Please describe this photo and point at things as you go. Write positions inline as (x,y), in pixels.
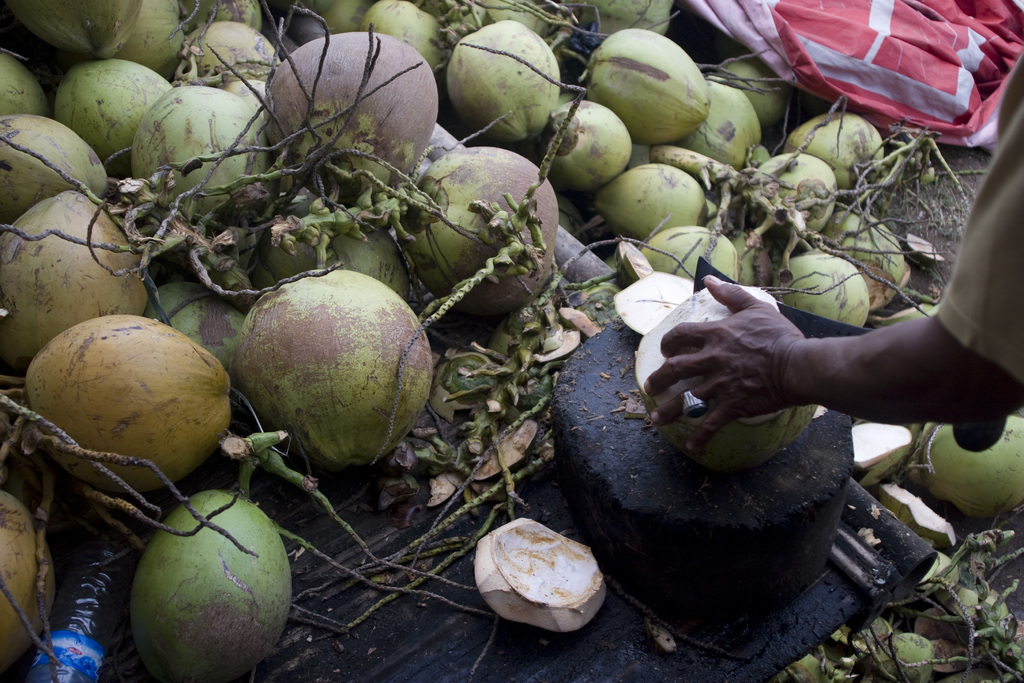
In the center of the image (371,275) there are coconuts (103,277). There is a person's hand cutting a coconut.
